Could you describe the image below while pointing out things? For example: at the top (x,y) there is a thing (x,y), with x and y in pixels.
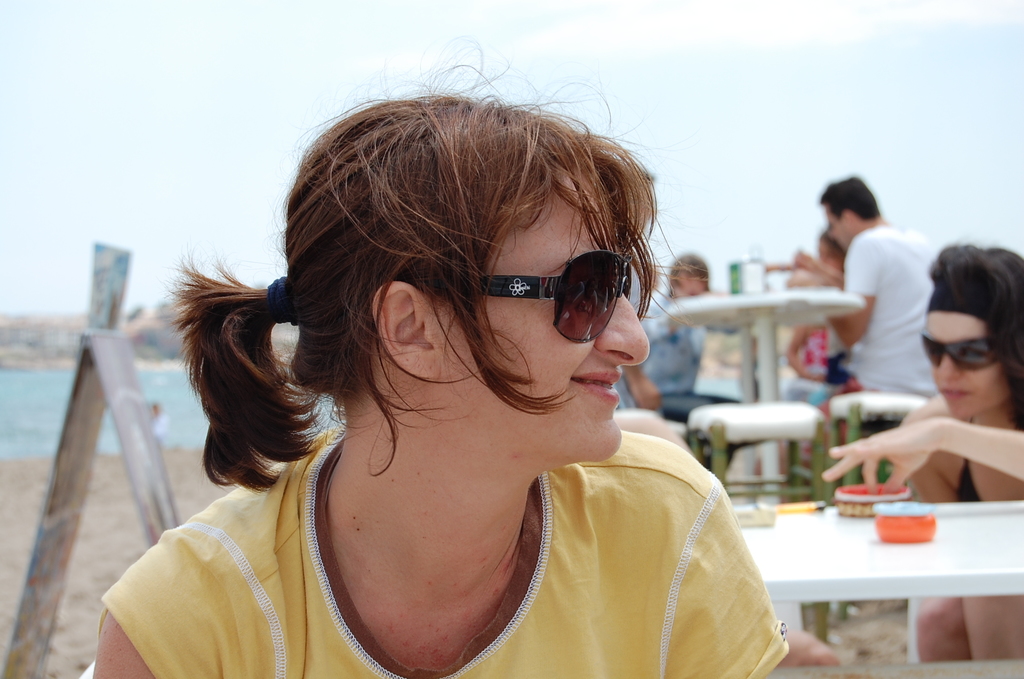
In this image there is a woman (402,547). She is smiling. She is wearing sunglasses (556,277). Behind her there are people (816,381) sitting on the stools (802,419) at the table (806,549). There are bowls (868,512) on the table (835,523). To the left (81,473) there are boards (87,451) on the ground (94,528). Behind the boards (88,372) there is the water (168,396). At the top (405,44) there is the sky (405,44).
